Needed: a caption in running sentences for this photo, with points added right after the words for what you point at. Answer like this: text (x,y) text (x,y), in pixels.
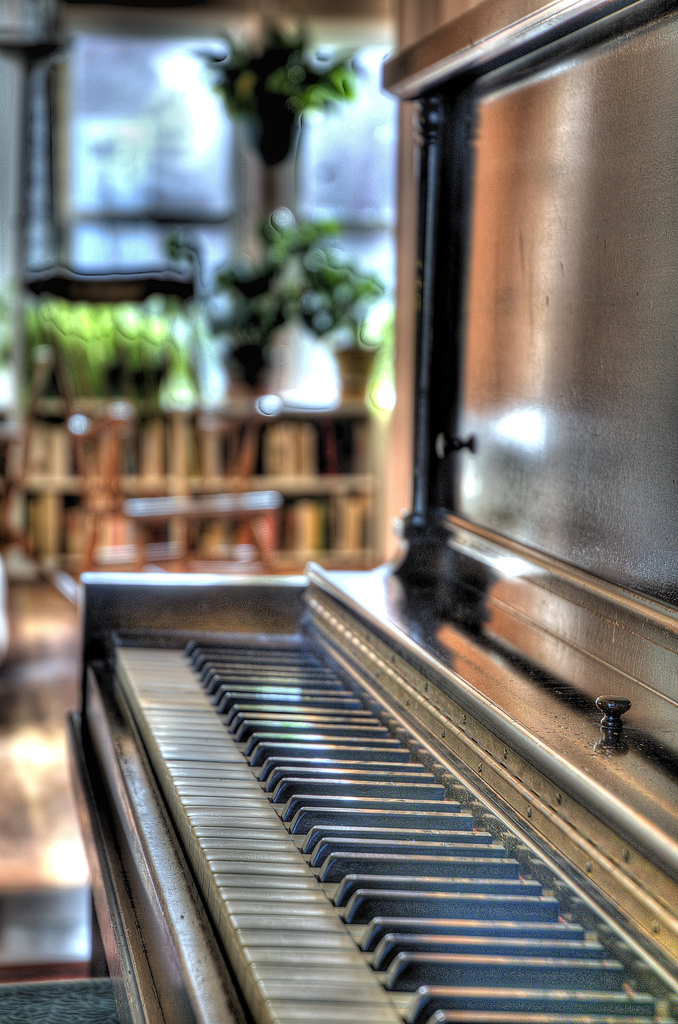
This piano keyboard (179,801) is highlighted in this picture.
